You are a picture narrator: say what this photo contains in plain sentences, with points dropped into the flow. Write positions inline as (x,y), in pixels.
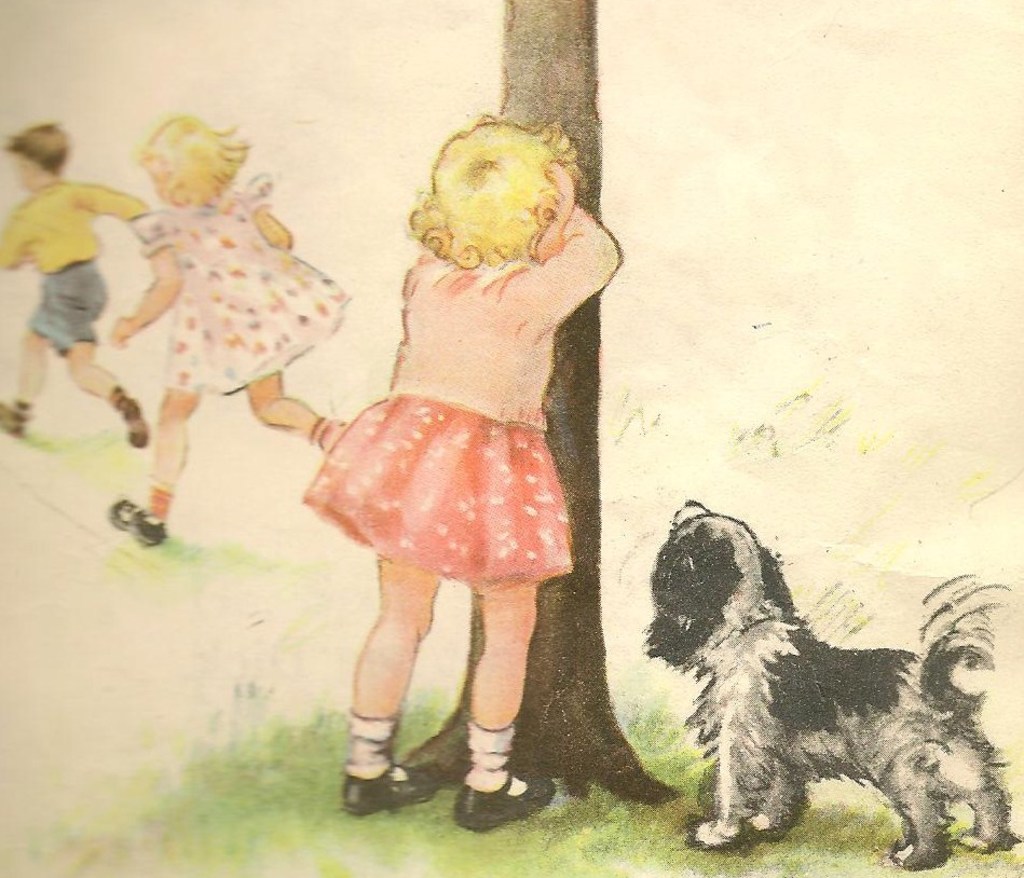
This picture is a painting. In the foreground of the picture (503,517) there is a dog (784,705) and a girl (447,451) standing by the tree (573,434). In the background (212,243) there are two kids (150,235) running. In the foreground (338,784) there is grass (688,857) also.
